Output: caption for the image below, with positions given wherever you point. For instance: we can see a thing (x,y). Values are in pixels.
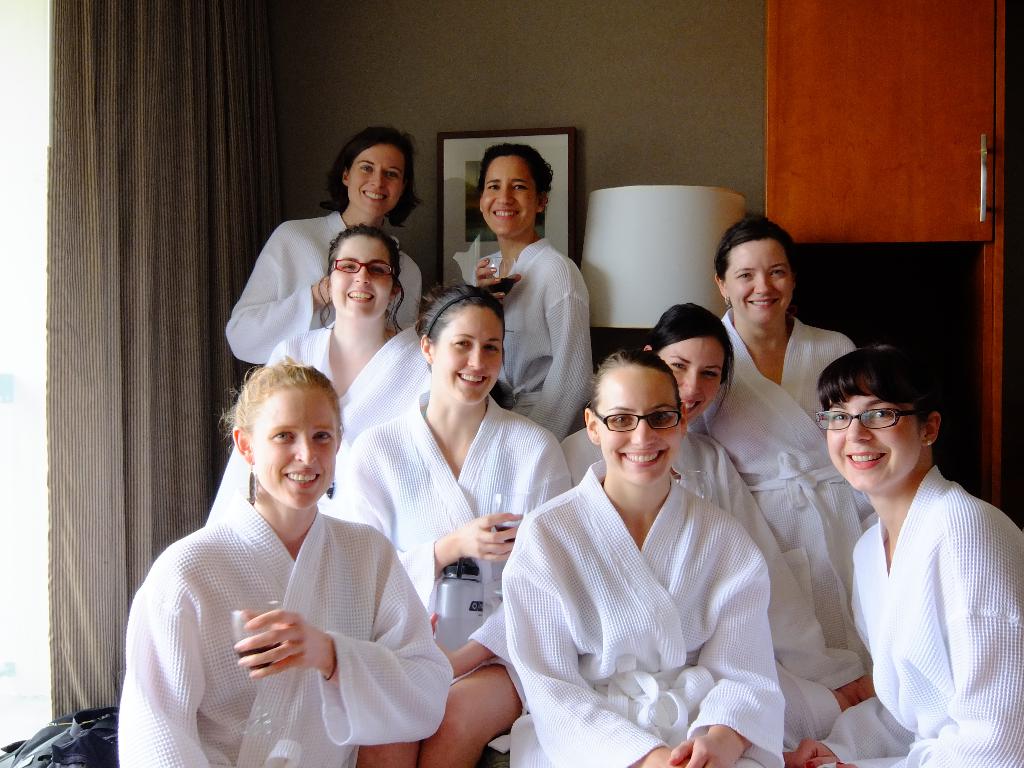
In this picture we can see the group of women (747,517) who are wearing the same dress (735,590) and some women (716,394) are holding wine glasses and everyone is smiling. In the background (633,288) we can see the lamp (617,278) and photo frame (572,162) near to the wall (577,124). In the top right (891,162) there are cupboards (925,169). On the left (10,289) we can see the window (24,443). At the bottom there is a couch (487,752).
